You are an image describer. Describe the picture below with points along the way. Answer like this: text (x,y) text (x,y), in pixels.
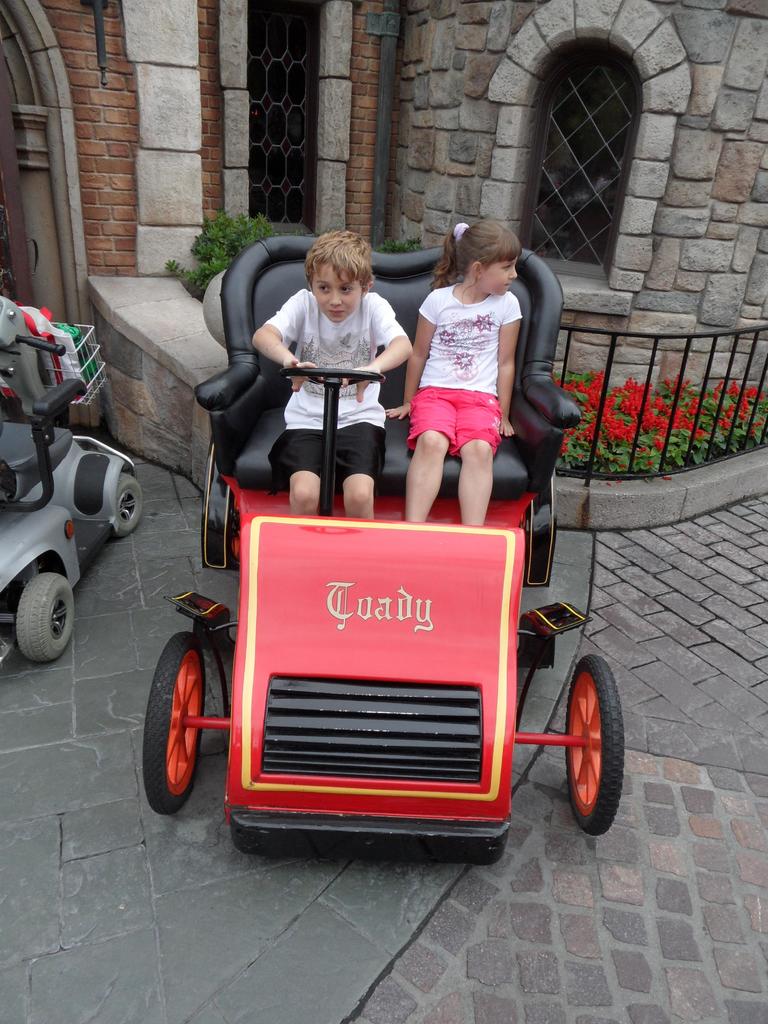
In this picture there is a girl (474,398) who is wearing white t-shirt (464,358) and red short (461,410). She is sitting beside the boy (322,351). Both of them sitting on the seat (270,388). Here we can see the cars (338,607). On the back (714,420) we can see fencing (638,339), flowers (725,412) and plants (605,420). On the top right (540,226) there is a window (548,119). On the top (481,138) we can see a building (245,74).
